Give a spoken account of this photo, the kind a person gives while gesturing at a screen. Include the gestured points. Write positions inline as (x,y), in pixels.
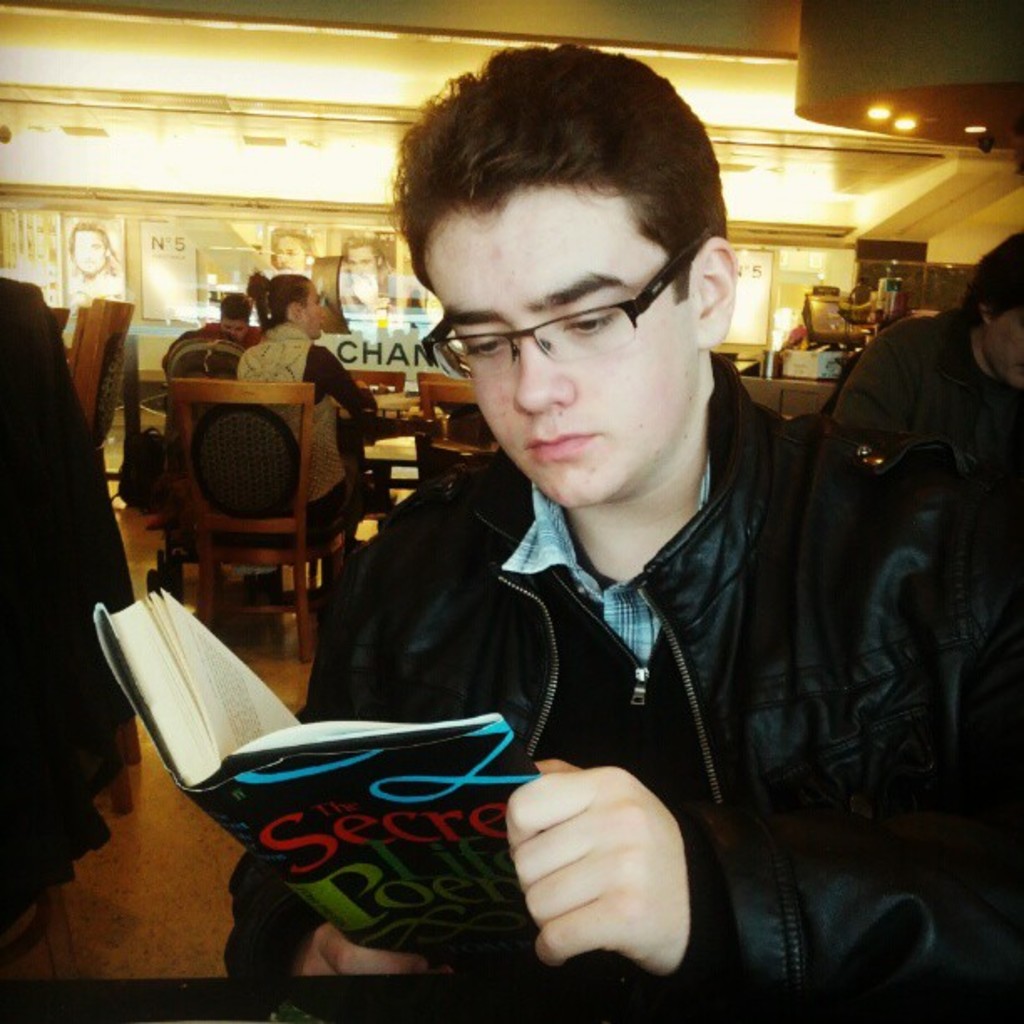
There is a person (853,679) wearing black jacket (860,782) is sitting and reading a book (425,798) which is in front of him and there are few other persons (263,353) sitting behind him.
